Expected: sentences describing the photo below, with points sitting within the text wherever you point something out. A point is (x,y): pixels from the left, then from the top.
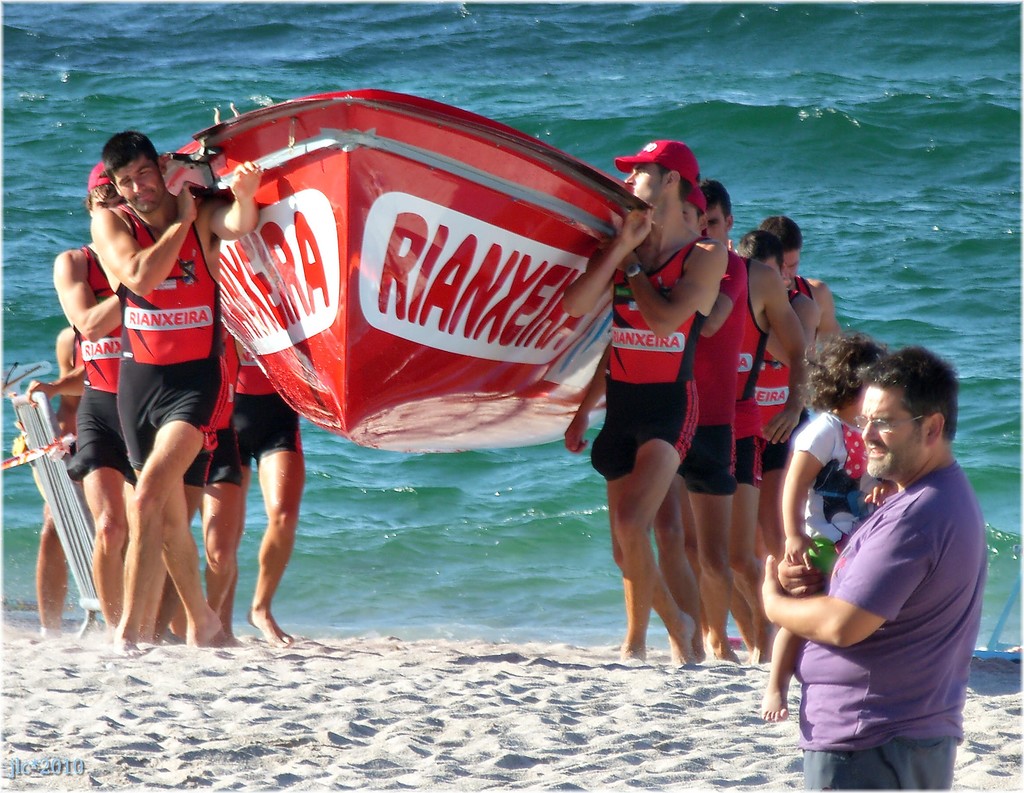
There are people (618,292) in the center of the image (514,415), they are carrying a boat (500,283) and there is a man (961,679) on the right side (830,365) who is carrying a baby (844,412) and there is sand (407,651) at the bottom side of the image (403,696) and there is water (528,63) in the background area (623,50).
